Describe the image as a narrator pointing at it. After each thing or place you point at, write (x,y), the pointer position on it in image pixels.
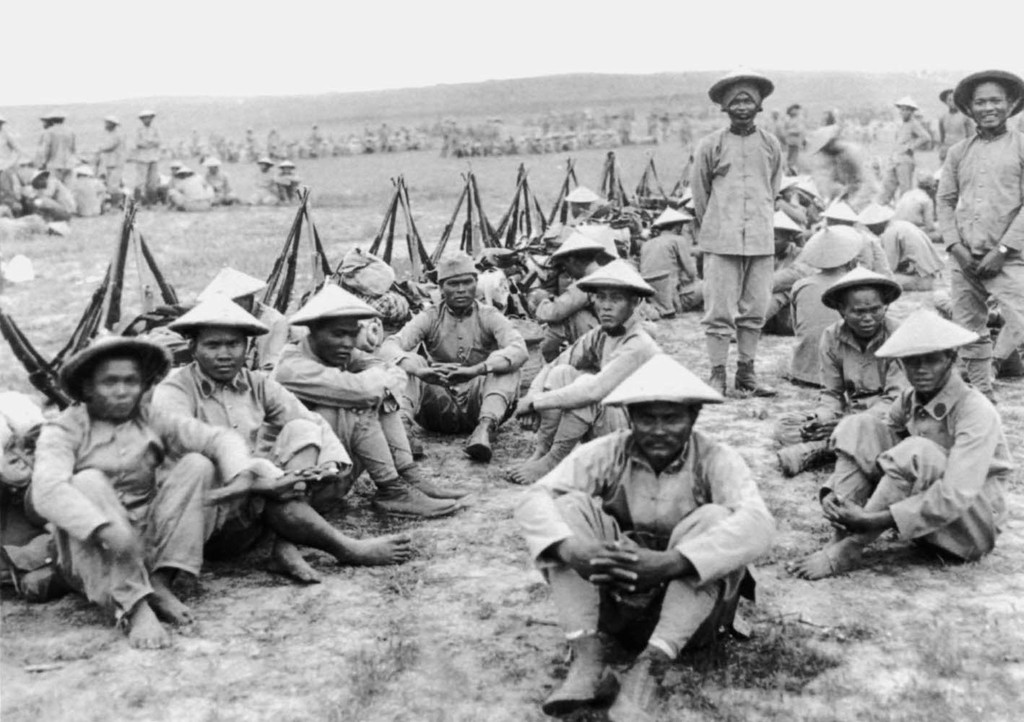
In this picture there are people (131,343) those who are sitting and some are standing in the center of the image (589,366), there are guns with them and there are other people (63,145) in the background area of the image (296,186).
